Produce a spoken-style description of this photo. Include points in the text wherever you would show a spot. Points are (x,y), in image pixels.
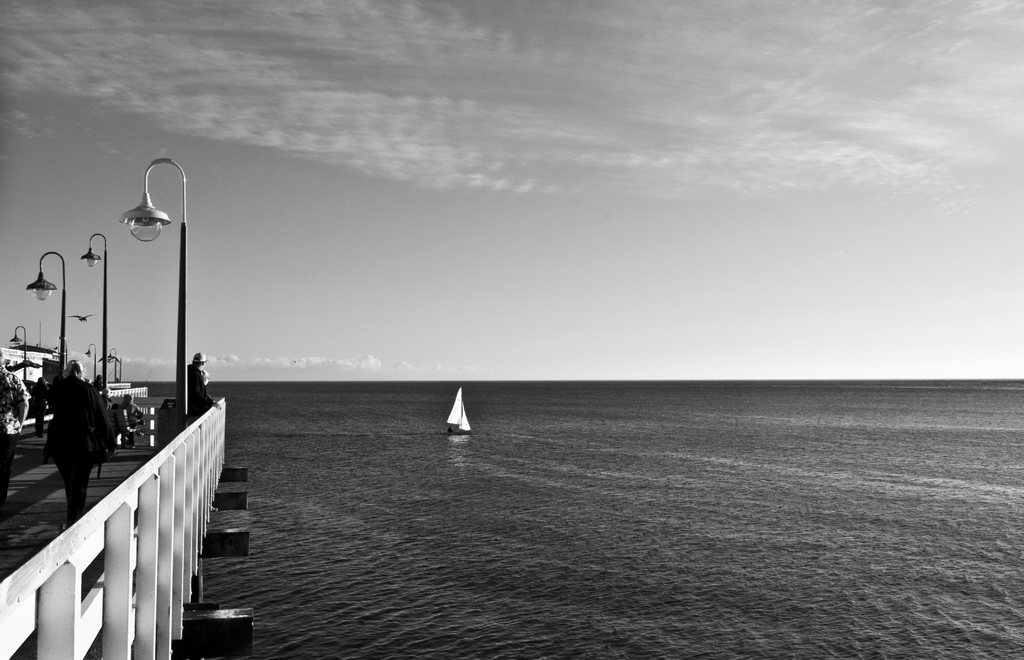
It is the black and white image in which there is a sea (484,528) in the middle (491,409) on which there is a boat (460,420). On the left side (155,479) there is a bridge (130,453) on which there are few people (65,412) who are walking on it. There are lights (114,351) on the bridge (175,451). At the top (396,158) there is the sky (418,153).
